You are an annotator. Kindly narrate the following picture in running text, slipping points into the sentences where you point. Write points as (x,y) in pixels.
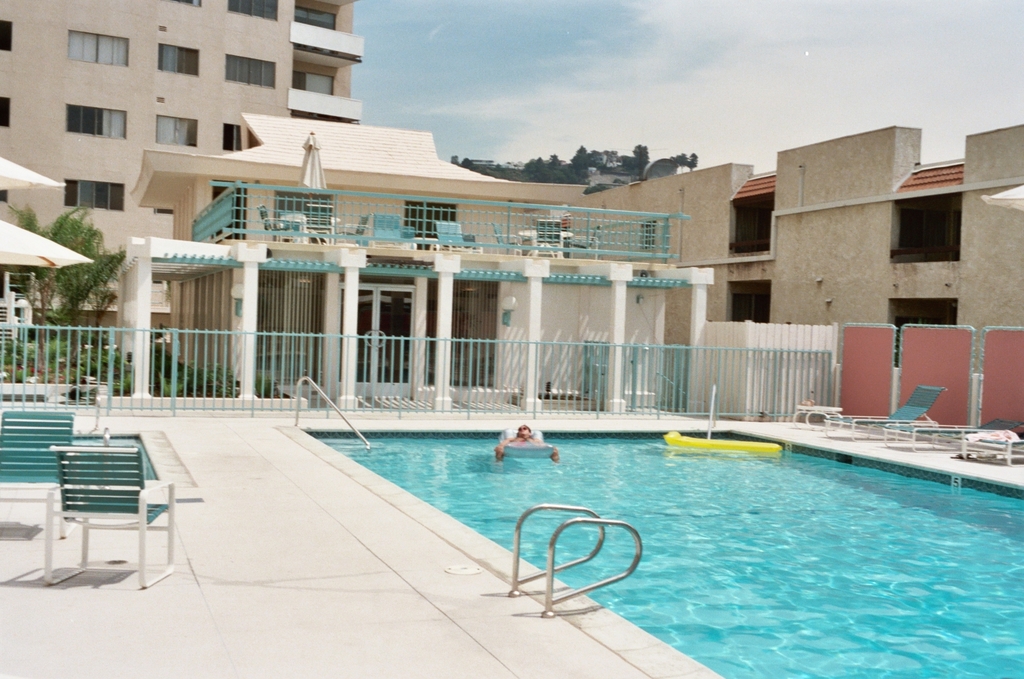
In the background of the image (386,143) there is a building (129,305), sky (532,109), trees (536,164). At the bottom of the image (673,480) there is a swimming pool (535,481). There are chairs (91,450). There is a metal railing (24,371).
